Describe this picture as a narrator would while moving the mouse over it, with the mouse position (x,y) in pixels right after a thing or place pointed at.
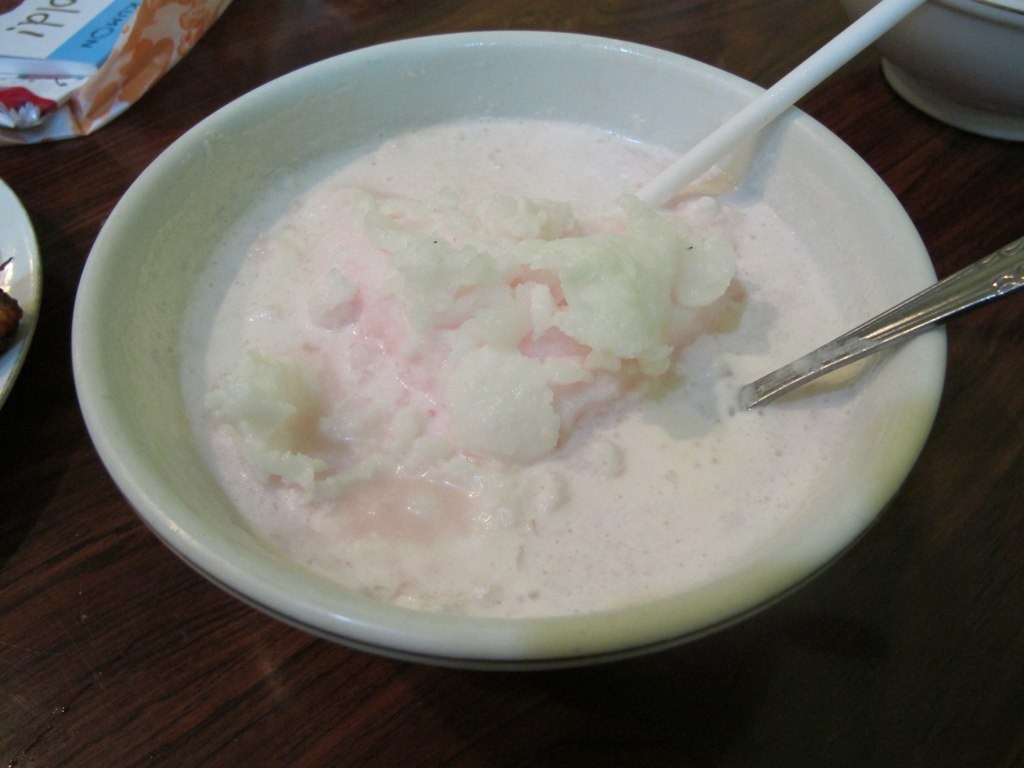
In this image there is a table (858,82) and we can see a bowl (384,598) containing a dessert (409,418), spoon (1014,245), plate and a box (73,116) placed on the table (49,704).
